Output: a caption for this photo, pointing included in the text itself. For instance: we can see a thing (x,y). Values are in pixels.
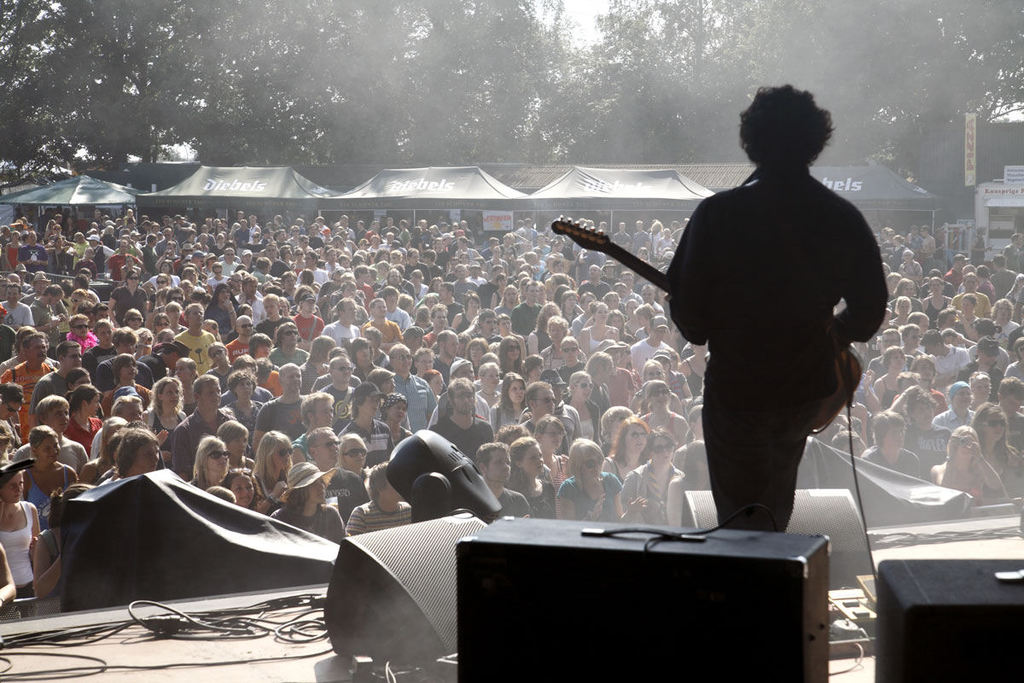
In this image we can see a person (761,273) holding a guitar (638,267). There is a stage (263,606). On the stage (212,599) there are wires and speakers (652,559). In the back (276,299) there are many people (542,332). Some are wearing goggles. In the background (664,186) there are tents (650,180), trees (574,50) and sky (592,8).
